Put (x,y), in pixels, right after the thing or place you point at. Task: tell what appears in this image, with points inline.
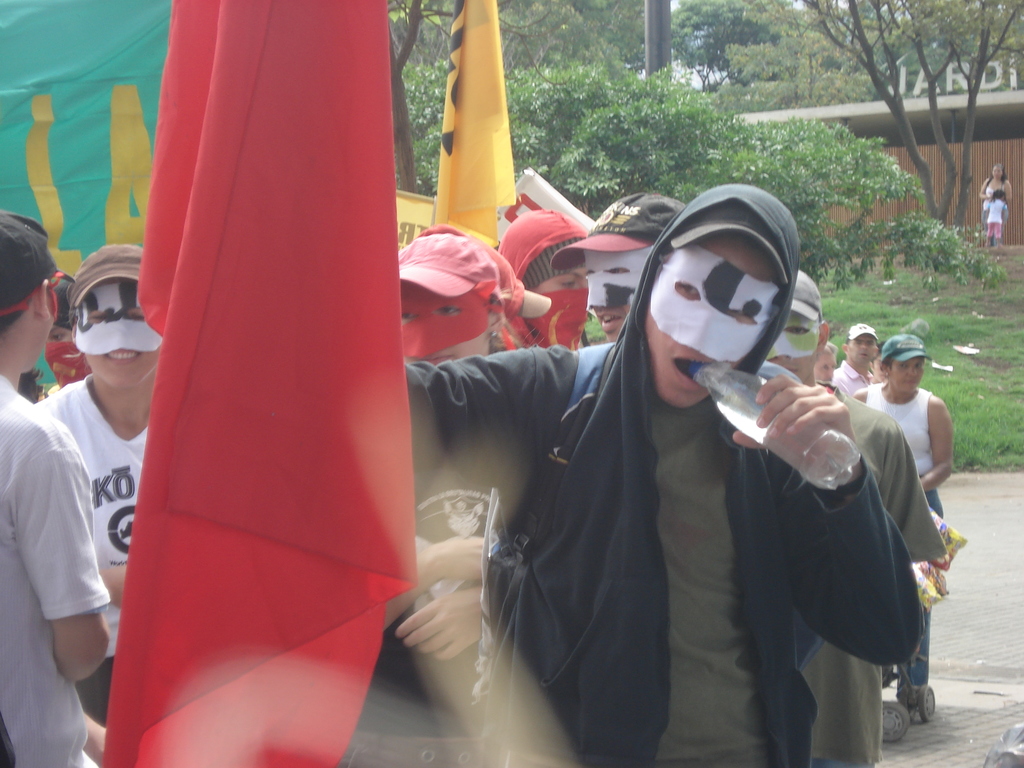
In the image we can see there are people (468,465) standing and they are wearing mask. The man (752,490) is holding water bottle (762,400) in his mouth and behind there is a ground (933,362) covered with grass (942,356). There are trees (983,63).
